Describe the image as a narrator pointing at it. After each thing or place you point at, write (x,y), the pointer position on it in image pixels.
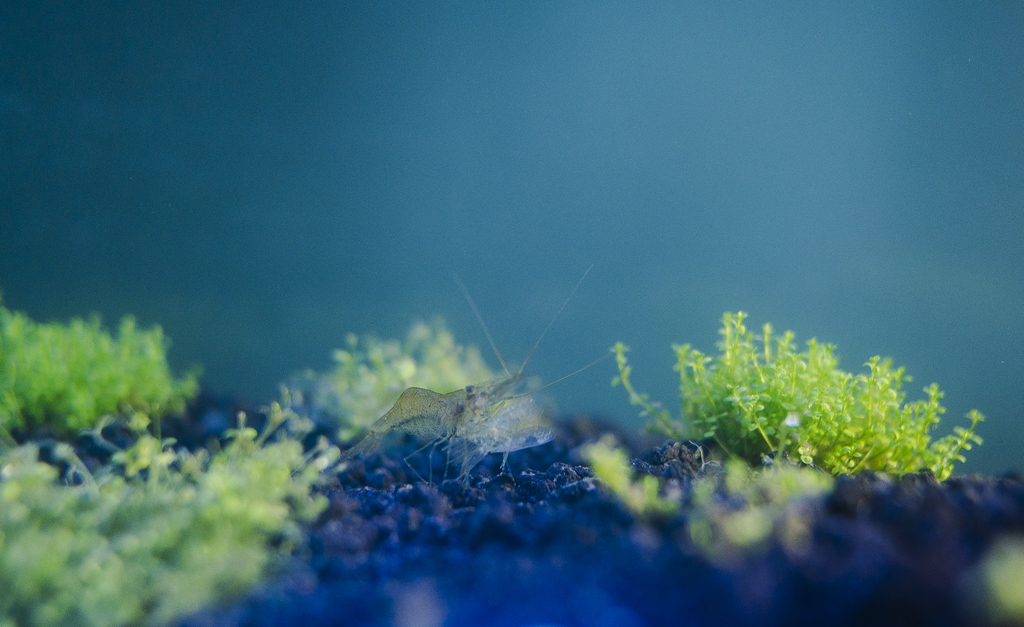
In the image there is a shrimp (459,414) standing on the bottom (485,563) with small plants (696,501) on either side of it and the background (716,36) it blur.
